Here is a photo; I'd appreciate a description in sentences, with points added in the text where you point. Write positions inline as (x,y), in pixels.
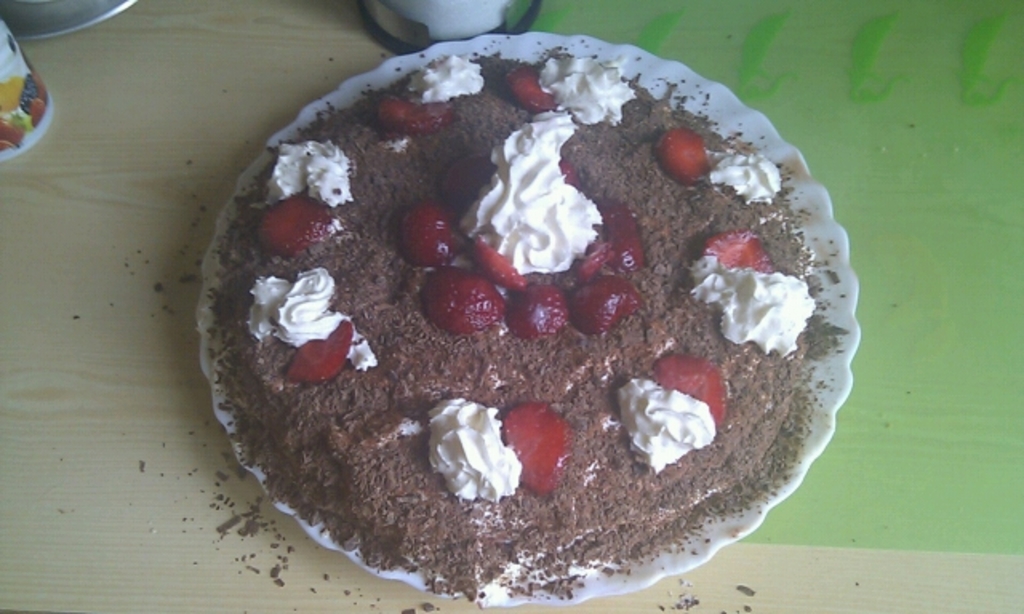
Here there is a cake (471,285) with strawberries (452,283) on it in a plate (382,68) on a platform (810,587) and we can also some other items (7,104) on the platform (106,40).
